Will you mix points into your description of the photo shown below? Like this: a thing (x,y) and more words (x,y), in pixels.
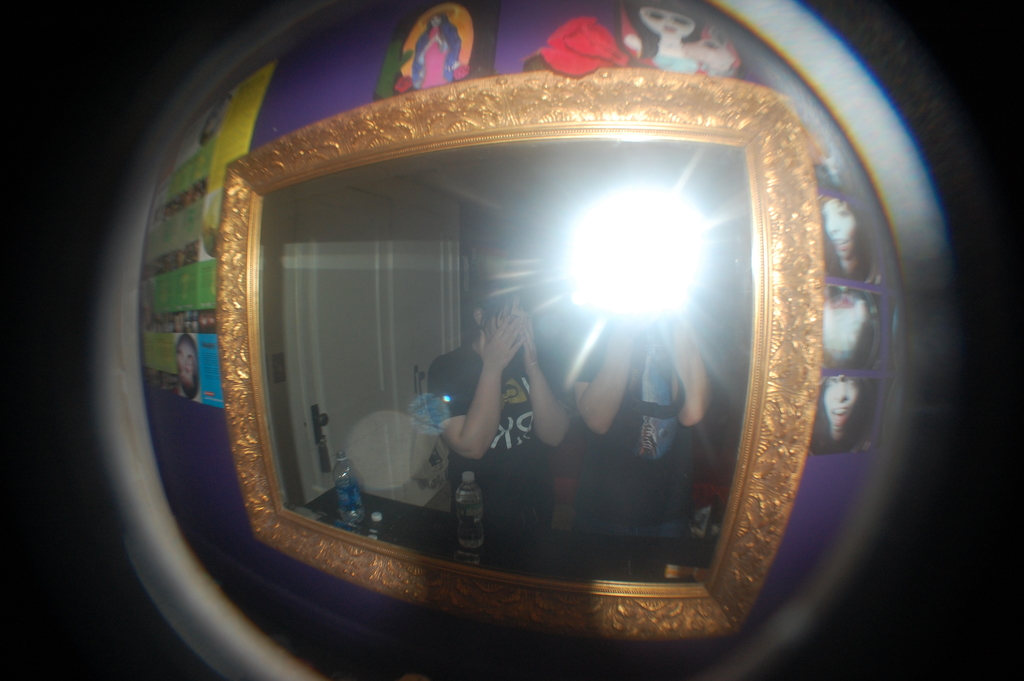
In the center of the image (443,443) we can see one mirror (437,472). Around the mirror (427,372), we can see a few images (732,53). And we can see the border (237,404) of the mirror (343,408) is in a golden color. On the mirror (509,501), we can see the reflection (558,442) of the two persons (601,435), light (691,209) and a few other objects (462,492).
